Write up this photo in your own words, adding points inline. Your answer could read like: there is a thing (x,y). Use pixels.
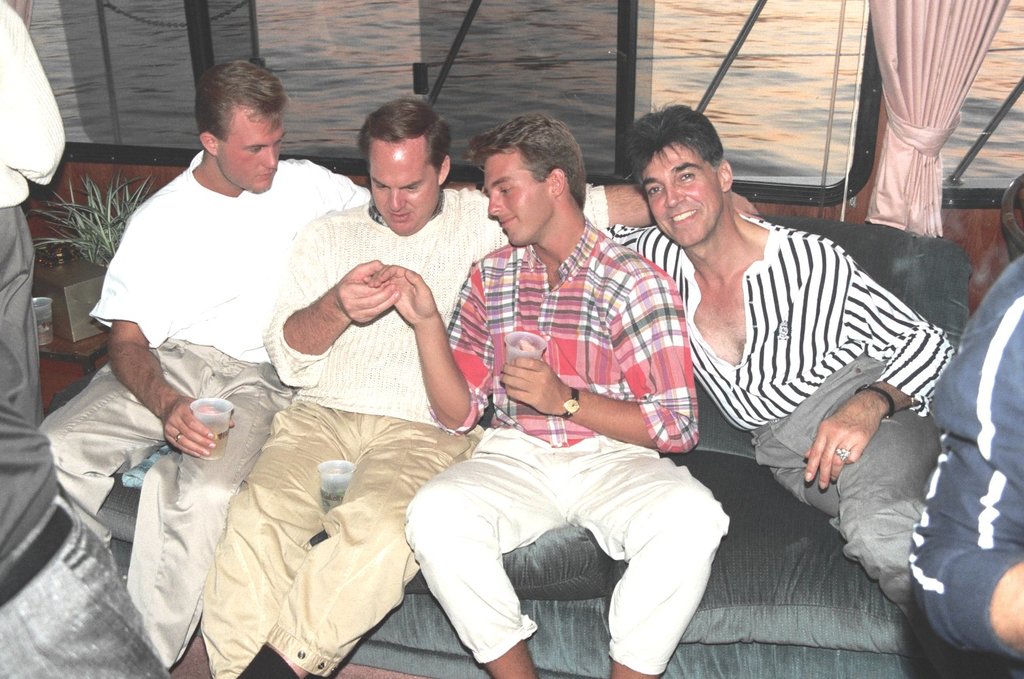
In this image, we can see persons (619,388) wearing clothes (511,426). There are two persons (510,316) in the middle of the image (490,269) holding glasses (505,344) with their hands (192,433). There is a window (412,78) at the top of the image (330,37). There is a curtain (889,58) in the top right of the image (939,39). There is a plant (117,224) and box (75,297) on the left side of the image (74,306).
